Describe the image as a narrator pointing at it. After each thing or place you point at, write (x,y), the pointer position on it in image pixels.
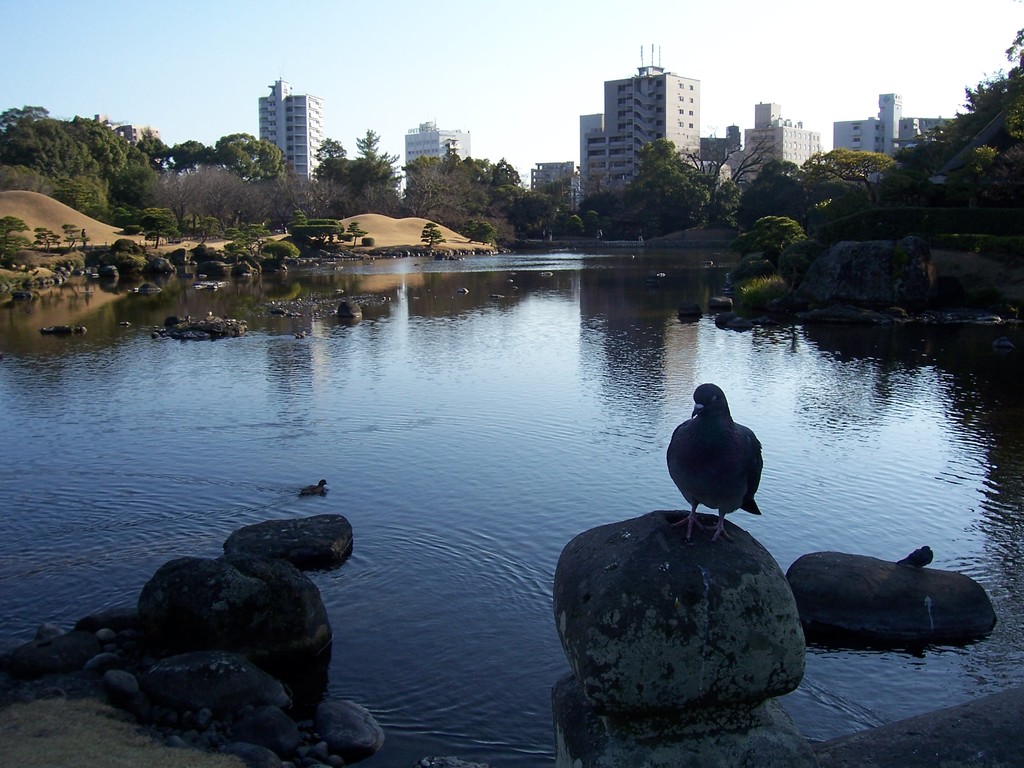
As we can see in the image there is water (545,438), birds (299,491), stones (609,627), trees (91,172) and buildings (602,144). On the top (543,66) there is sky (372,116).
